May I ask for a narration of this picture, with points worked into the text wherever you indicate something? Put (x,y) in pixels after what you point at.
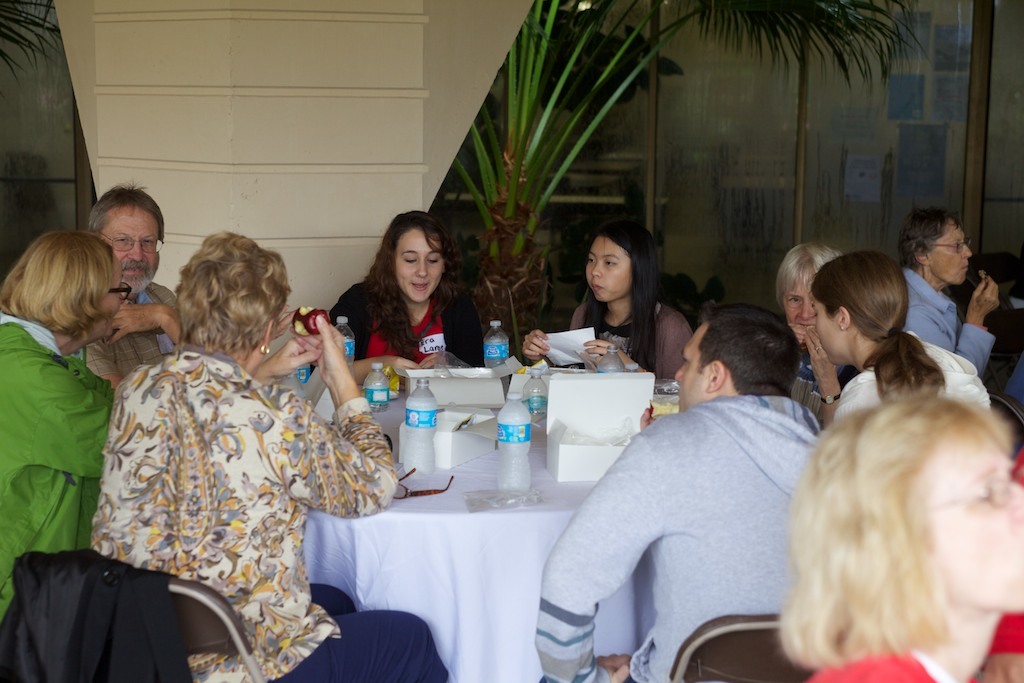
This picture is clicked inside the restaurant (172,278). There are many people (203,518) sitting on chair (672,681) around the table (537,575) and on table (435,527), we see water bottle (406,430), plastic box (451,438), spectacles (410,494) and plastic cover (521,508). Behind them, we see a wall (297,68) in cream color and beside that, we see tree (487,197).
